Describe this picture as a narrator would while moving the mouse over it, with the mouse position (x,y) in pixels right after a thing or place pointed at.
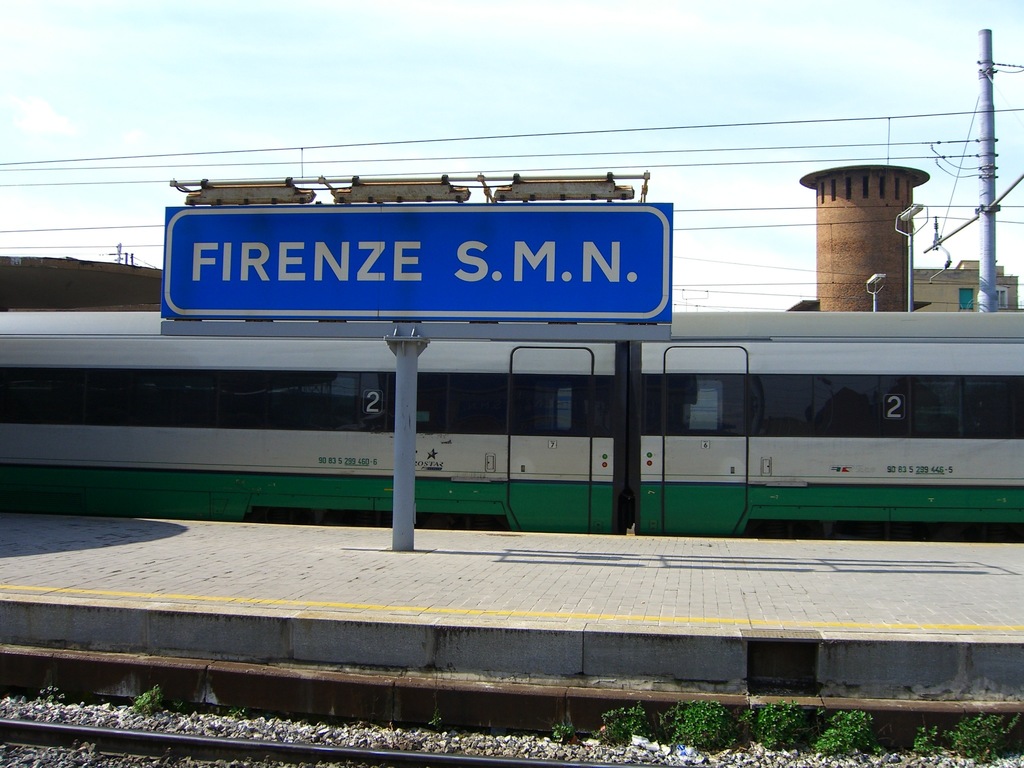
We can see platform (420,540) and board (397,271) on pole (408,390), behind this board (567,235) we can see train (717,385). Background (795,249) we can see poles (984,154) with wires (781,226) and sky (914,190).
